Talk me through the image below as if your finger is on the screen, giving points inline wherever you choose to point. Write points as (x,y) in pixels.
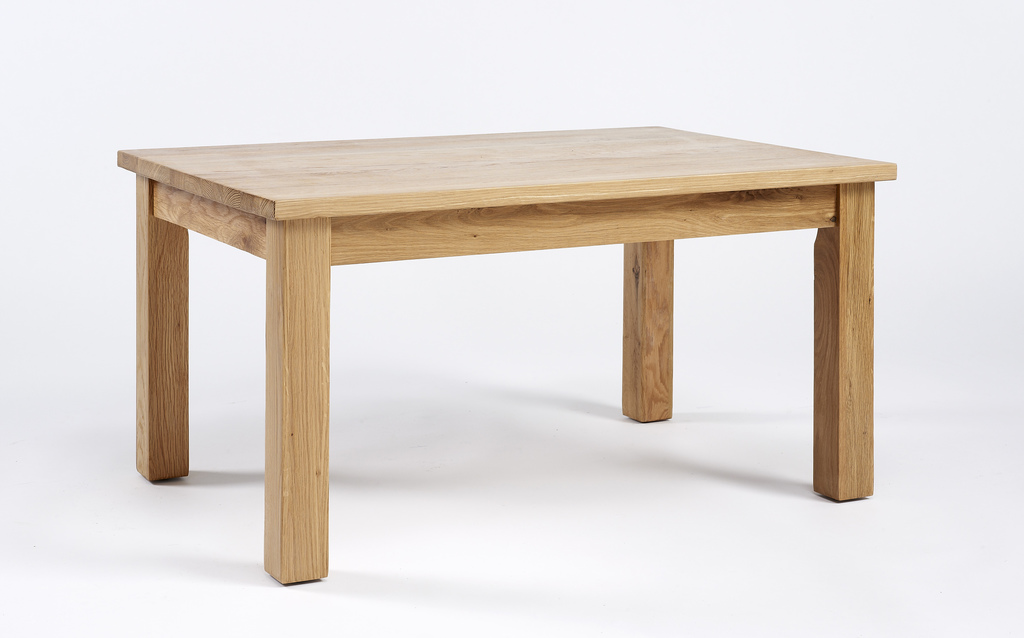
In this image there is a wooden table (490,175) with a white background (557,487).
